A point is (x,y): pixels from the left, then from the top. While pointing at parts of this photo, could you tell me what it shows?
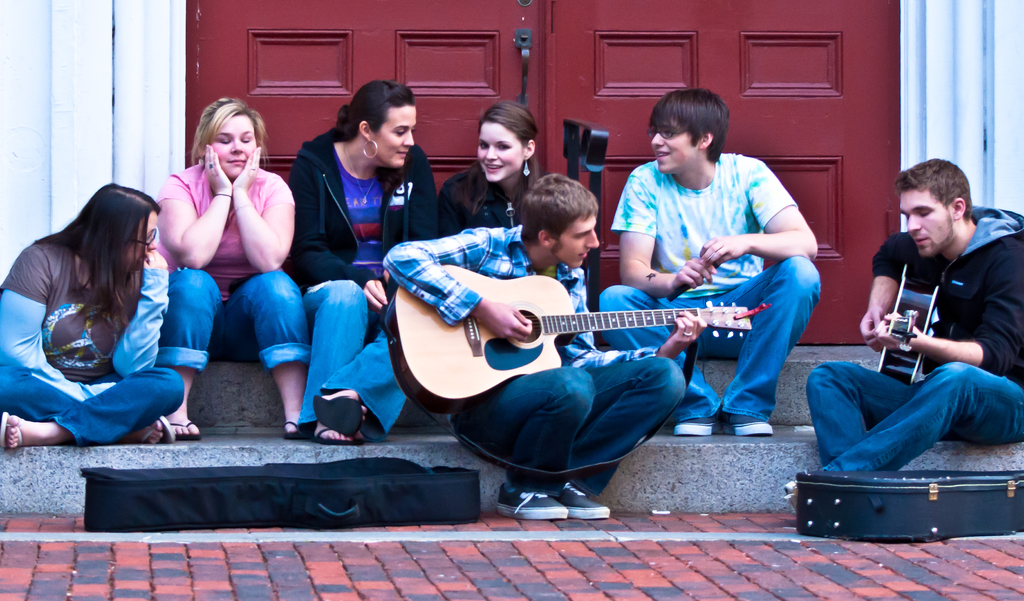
In this image I can see few people (1013,336) are sitting on stair (221,401), where I can see two of them are holding guitars (398,321). I can also see smile on few faces (681,154). In the background (565,40) I can see a door (435,43).
